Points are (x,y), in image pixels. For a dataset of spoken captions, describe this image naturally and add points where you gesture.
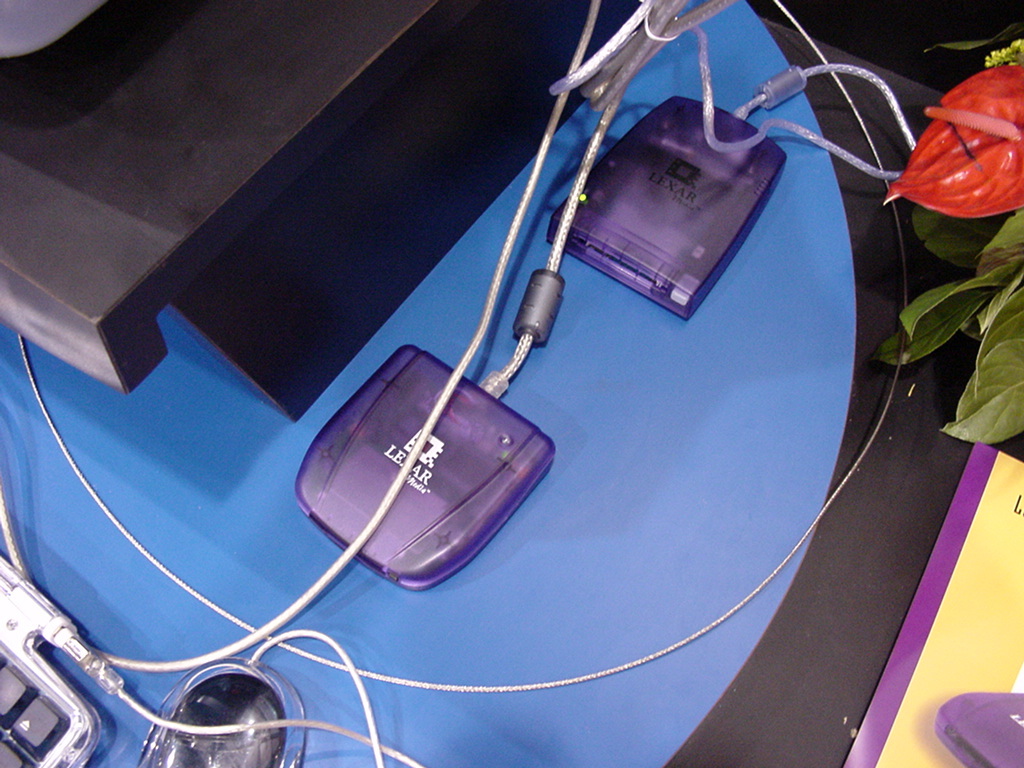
In this image there is a box (216,237) at the top (219,232). Beside the box (192,256) there is a keyboard (54,705) and a mouse (246,738). On the right side (692,259) there are two card readers (527,466) to which there are USB cables (585,159). On the right side (982,246) there are leaves (998,379). Beside the leaves (973,421) there is a card (936,663).
